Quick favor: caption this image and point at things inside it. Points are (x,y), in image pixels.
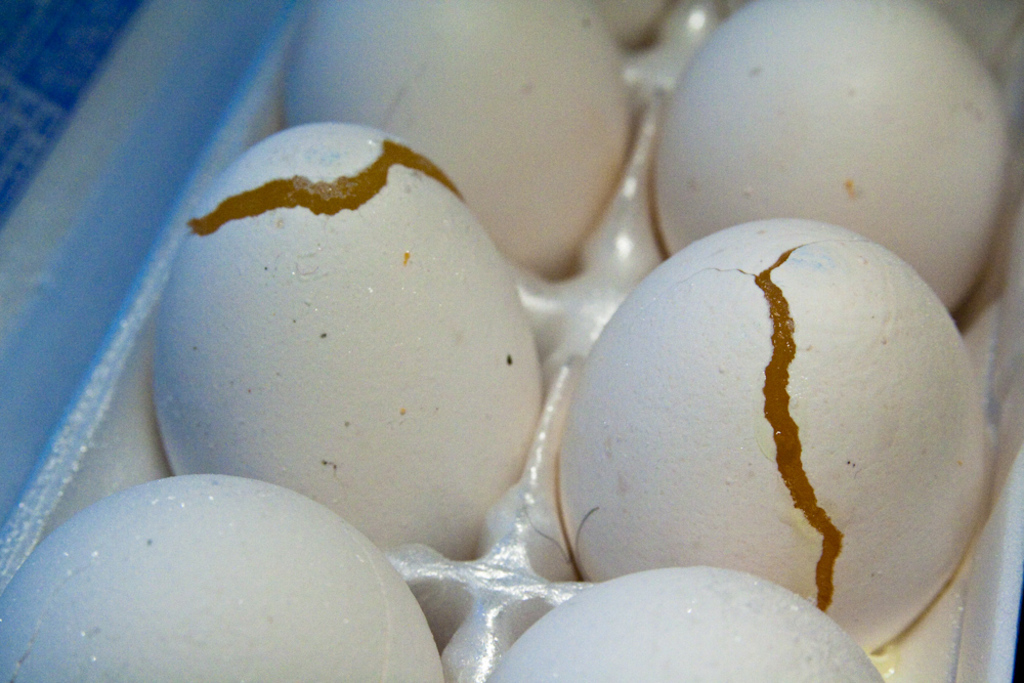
Here we can see four normal eggs (856,682) and two half broken eggs (483,365) in a case (31,325).
